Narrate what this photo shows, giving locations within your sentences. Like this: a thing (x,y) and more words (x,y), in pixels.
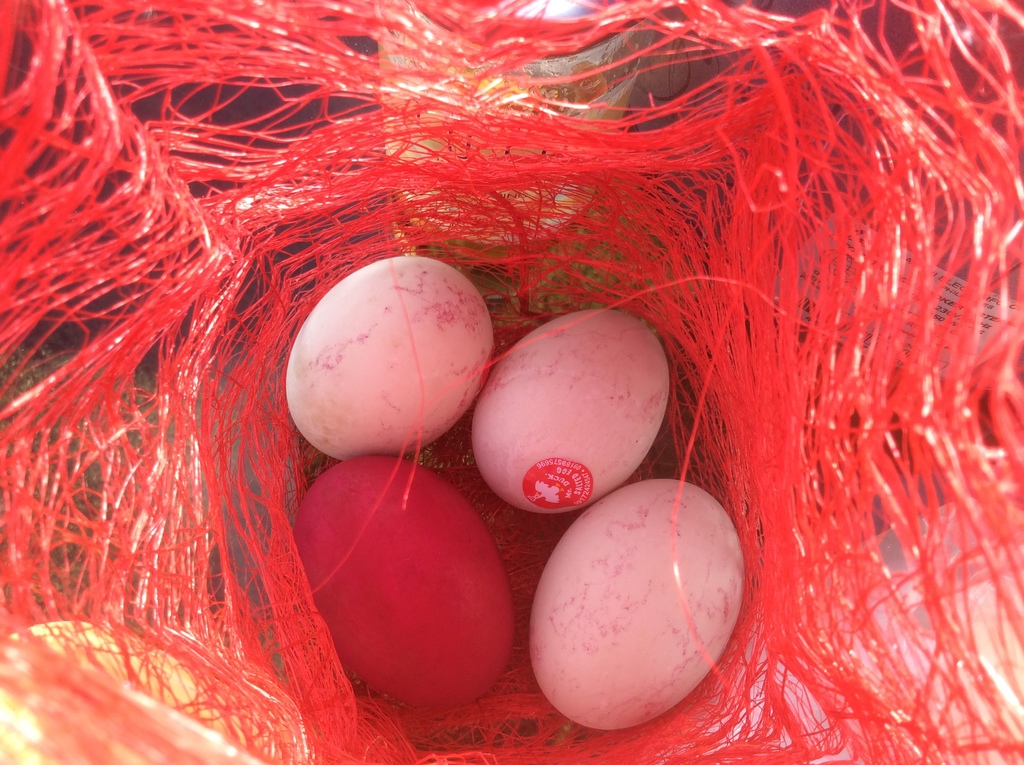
In this red color net (646,750) there are 3 white color eggs (554,505) and 1 red color egg (367,585).
